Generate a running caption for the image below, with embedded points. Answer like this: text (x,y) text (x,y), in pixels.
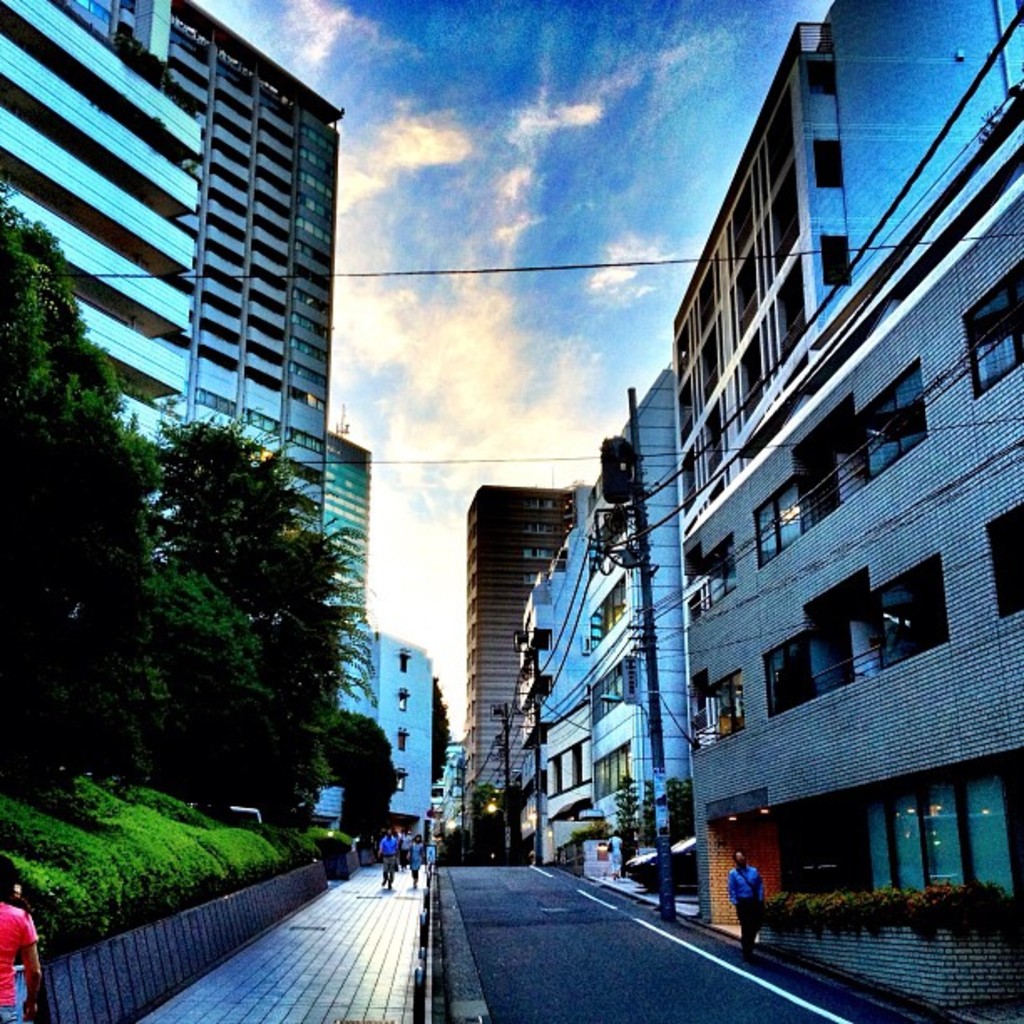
In this image, we can see few buildings (530,679), poles (546,822), wires (579,459), trees (88,638), plants (79,910). At the bottom (520,905), we can see a road (603,972), footpath (373,952). Few people (11,979) are walking. Top of the image (430,178), there is a sky (558,295).
